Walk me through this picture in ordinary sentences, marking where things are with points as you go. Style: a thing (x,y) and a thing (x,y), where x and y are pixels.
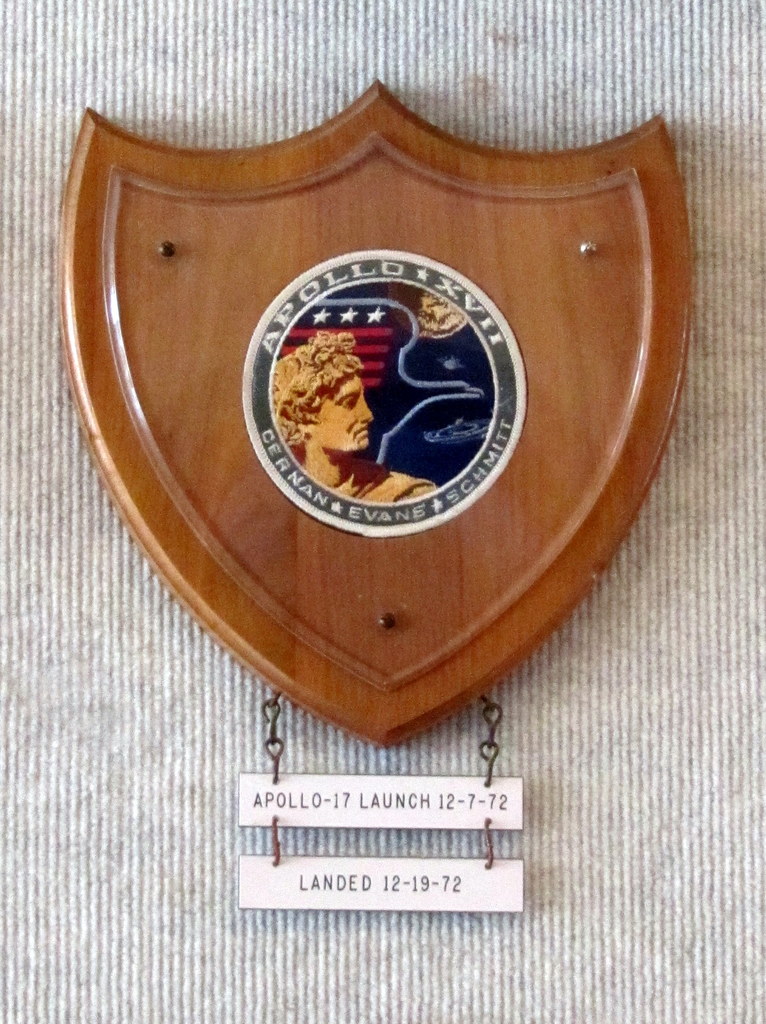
In this picture, we see a badge (457,263) containing the space mission patch (421,416). Below that, we see the small boards (351,805) with text (449,889) written on it. In the background (752,25), it is grey in color.
